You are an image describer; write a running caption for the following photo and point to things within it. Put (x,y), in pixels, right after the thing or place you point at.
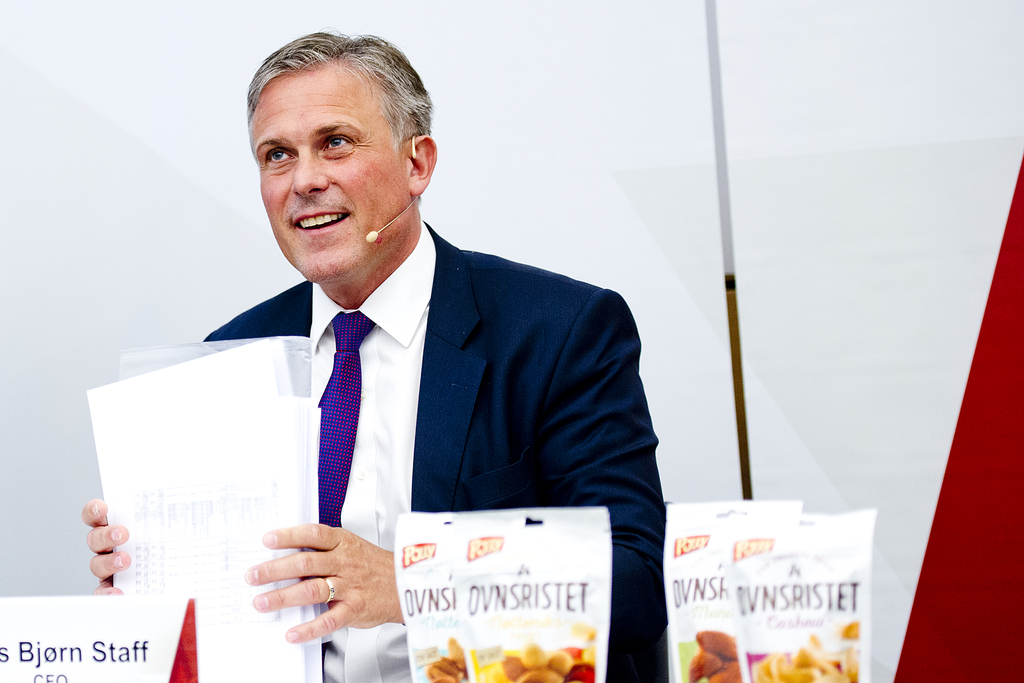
In this image there is a person (360,269) with a smile (297,229) on his face (285,239) is holding some papers (287,466) in his hand (320,547). In front of him there are some objects (513,631) and name board (191,629), behind him there is a wall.
